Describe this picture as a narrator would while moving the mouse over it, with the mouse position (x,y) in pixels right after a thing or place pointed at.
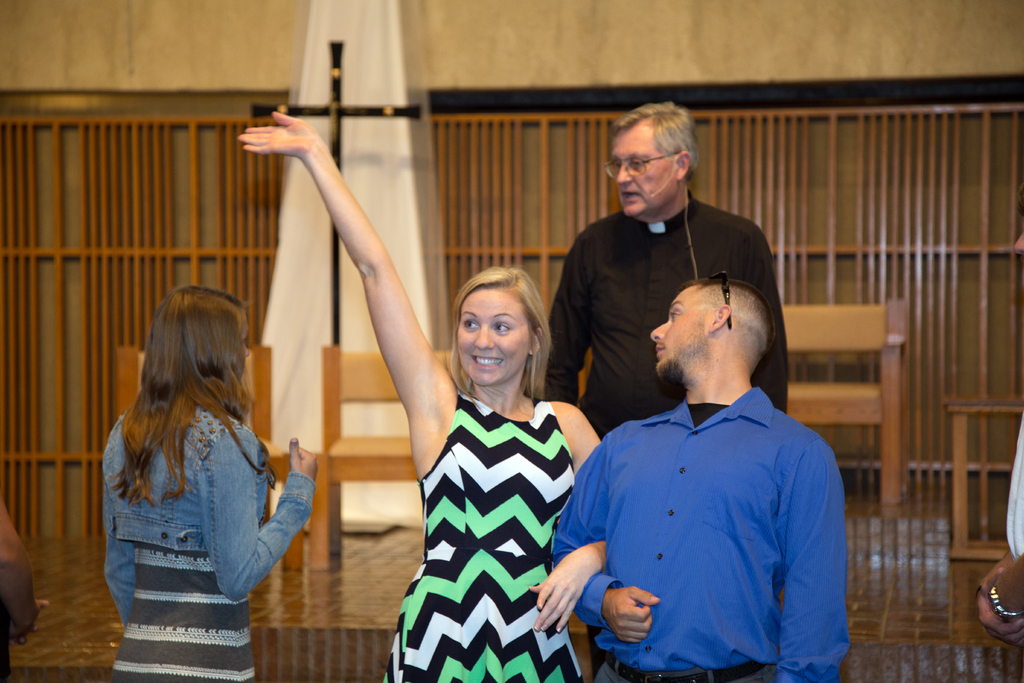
In this image we can see a group of people (470,568) standing. On the backside (439,298) we can see a cross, some chairs (437,353), cloth (392,204), some wooden poles (943,455) and a wall (801,78).
